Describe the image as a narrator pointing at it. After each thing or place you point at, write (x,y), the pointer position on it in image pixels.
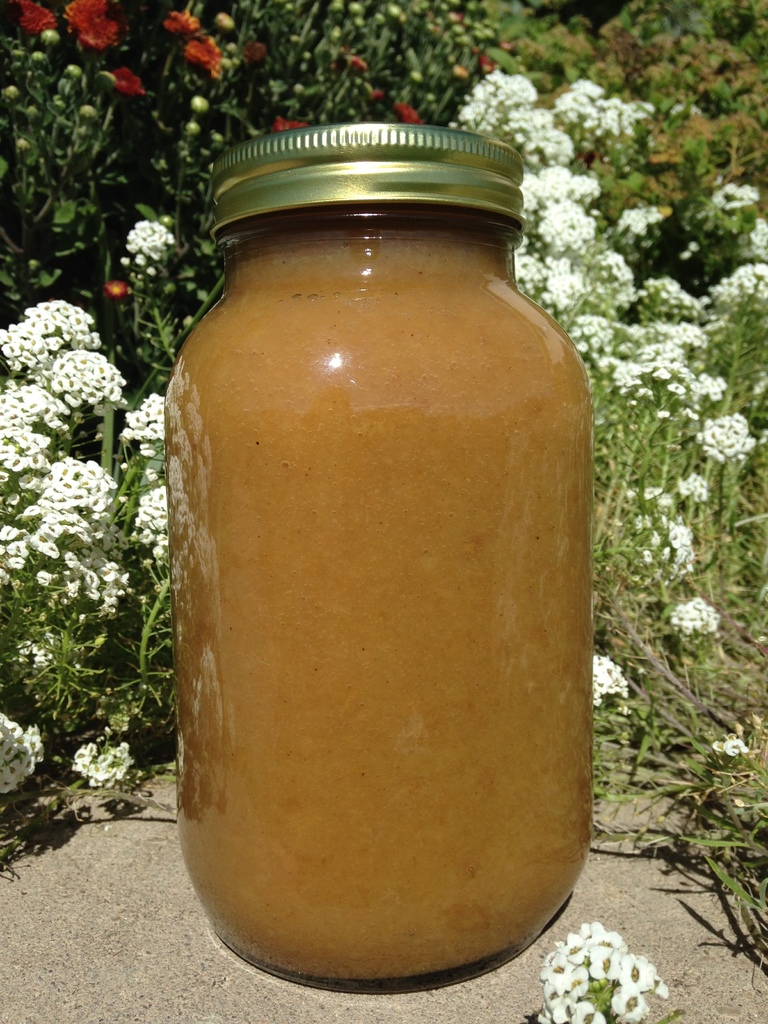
In this picture we can see a glass bottle (399,657) in the front (392,649), there is something present in the bottle (375,531), in the background (639,604) we can see some plants (484,64) and flowers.
